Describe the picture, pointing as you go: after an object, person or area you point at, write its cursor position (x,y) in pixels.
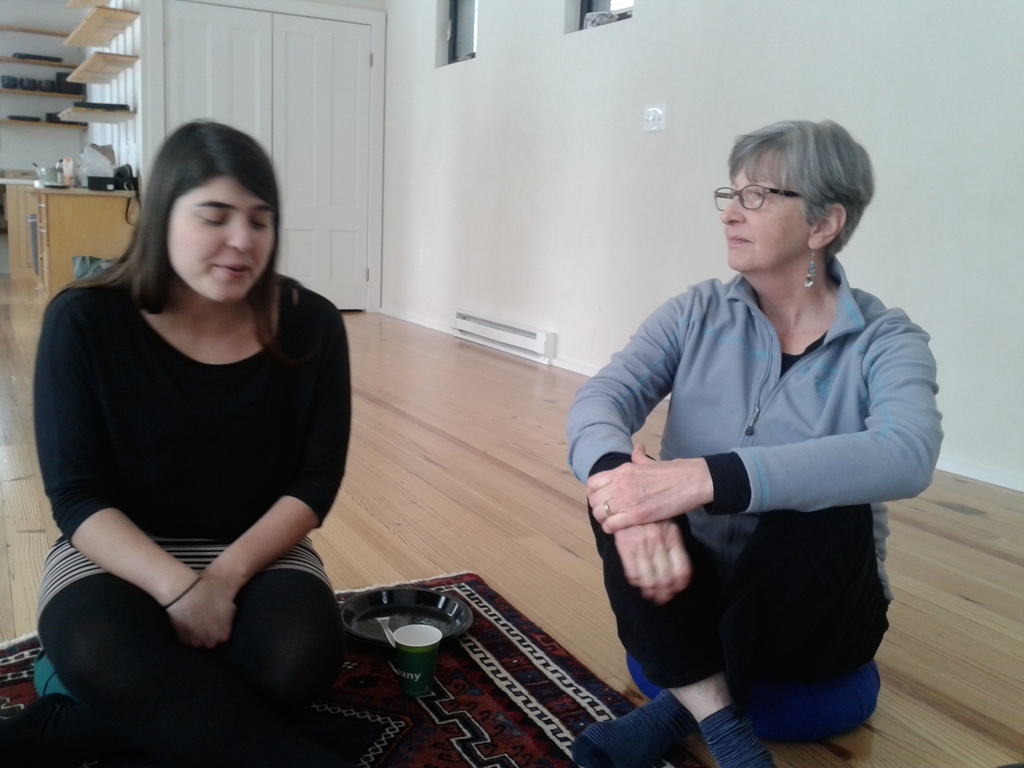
In the picture I can see a woman (160,432) wearing black color dress (95,600) is sitting on the carpet (349,660) and is on the left side of the image (15,746). Here we can see another woman (849,389) wearing grey color sweater (755,478) and spectacles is sitting on the wooden floor (929,622) and is on the right side of the image (701,703). In the background (36,43), we can see some shelves (102,103), some objects (118,174), the wall (467,175) and the white color door (340,110).
